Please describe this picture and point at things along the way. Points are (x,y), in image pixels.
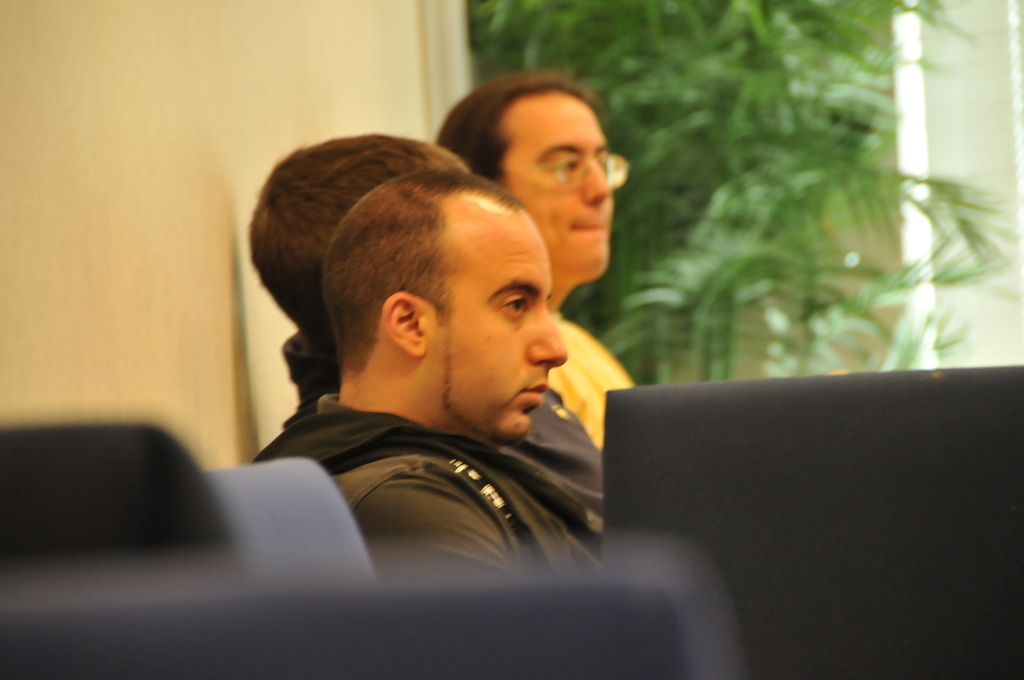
Here in this picture we can see a group of people (585,441) sitting over a place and in the front (300,517) we can see chairs (243,491) present and behind them we can see plants (635,203) present over there.
